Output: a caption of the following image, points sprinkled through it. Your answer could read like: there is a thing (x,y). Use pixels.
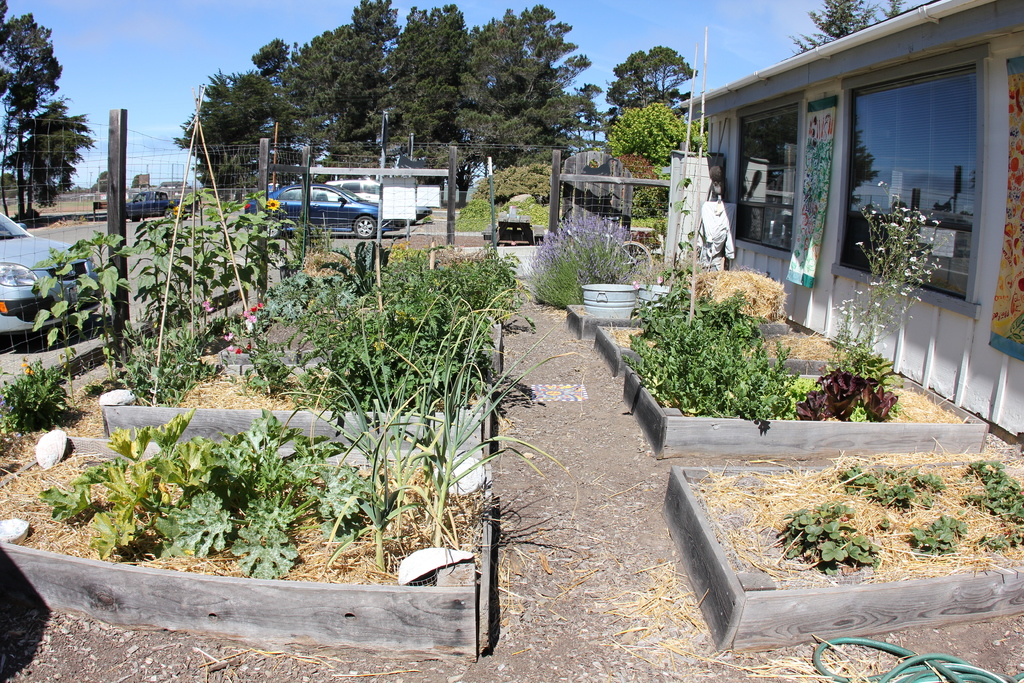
In this picture there is a building (743,226) and there are trees (377,127) and vehicles (11,252). In the foreground (258,398) there are plants (885,504) and there is a pipe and bucket (623,287). On the right side of the image (1016,317) there are objects (1016,317) on the wall (967,320). On the left side of the image (116,165) there is a fence (454,209). At the back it looks like a building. At the top (625,37) there is sky (607,44). At the bottom (587,613) there is ground (523,390) and there is grass (763,488).
